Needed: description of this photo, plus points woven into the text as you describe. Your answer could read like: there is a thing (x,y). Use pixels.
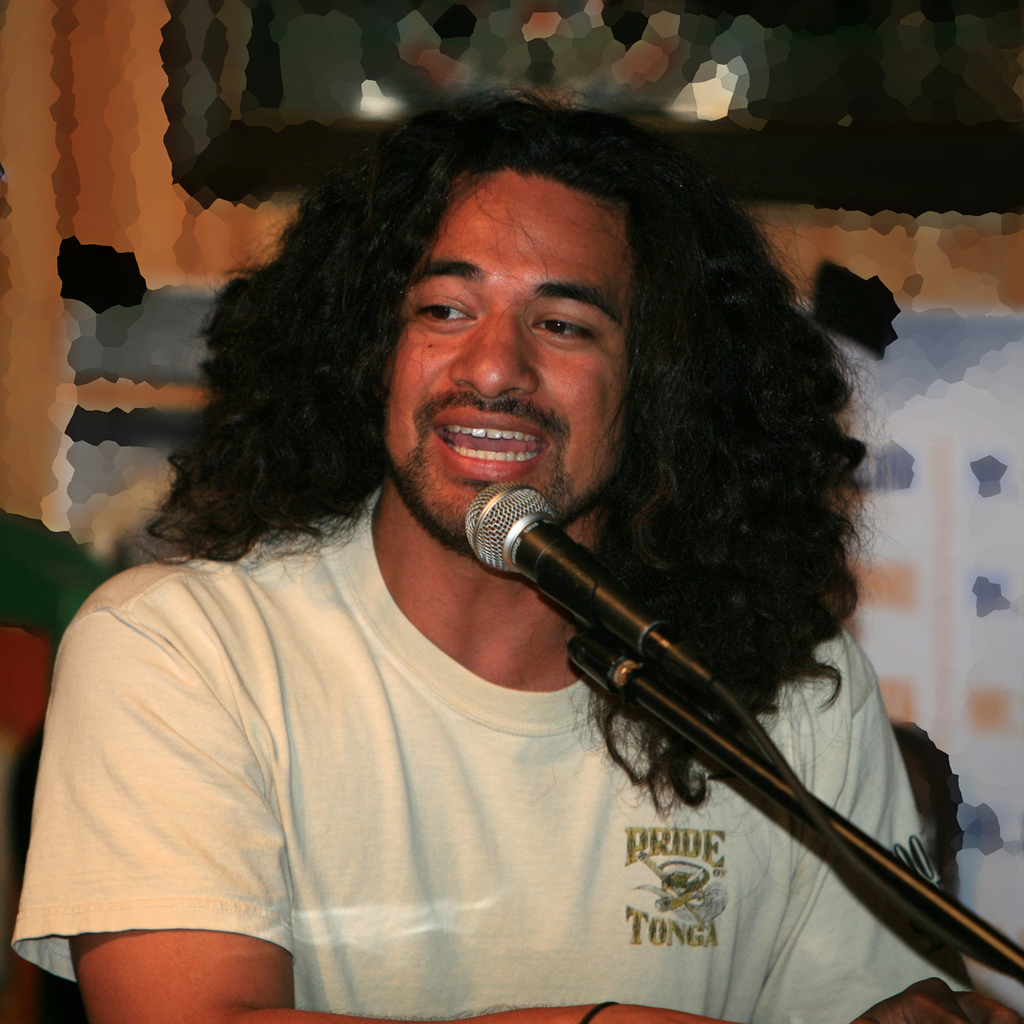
In this picture we can see a man (483,483), he is speaking in front of the microphone (607,607) and he wore a white color T-shirt (350,715).
